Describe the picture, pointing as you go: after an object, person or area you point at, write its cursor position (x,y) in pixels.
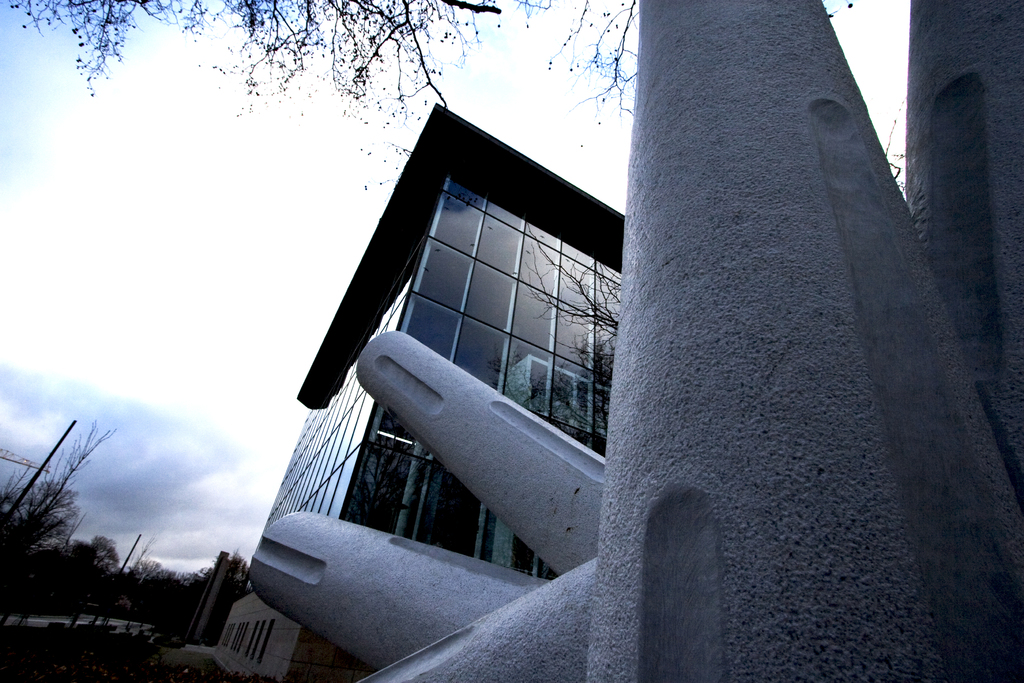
In this image we can see a building (500,275). There is a reflection (580,362) of trees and a building (571,380) on the glasses (553,316) of another building (542,320). There are many trees (98,567) in the image. There are few poles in the image. There is a sky (141,369) in the image. There is an object (854,474) at the right side of the image (803,516).
